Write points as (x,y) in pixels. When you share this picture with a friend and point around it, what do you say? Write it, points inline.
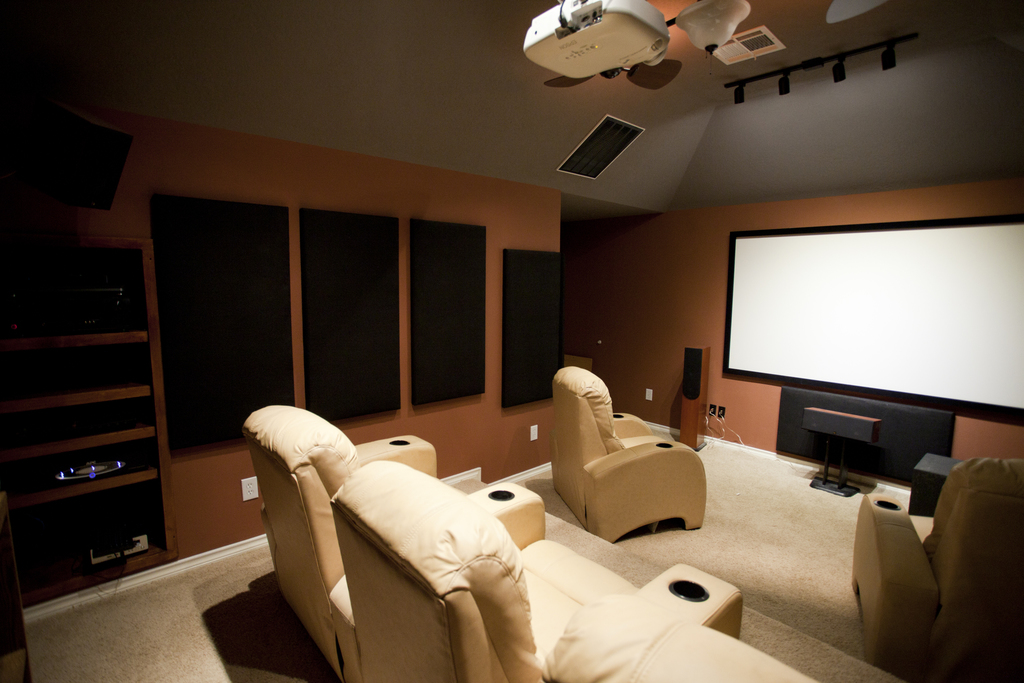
This image is taken inside a room (397,384). There are sofas (350,631). There is a projector screen (814,294) to the right side of the image (822,349). In the background of the image (120,223) there is a wall (615,394). There are black color objects (347,284) on the wall (199,550). At the top of the image (682,151) there is ceiling (534,84). There is a projector (605,6). At the bottom of the image (159,669) there is carpet (106,641).
